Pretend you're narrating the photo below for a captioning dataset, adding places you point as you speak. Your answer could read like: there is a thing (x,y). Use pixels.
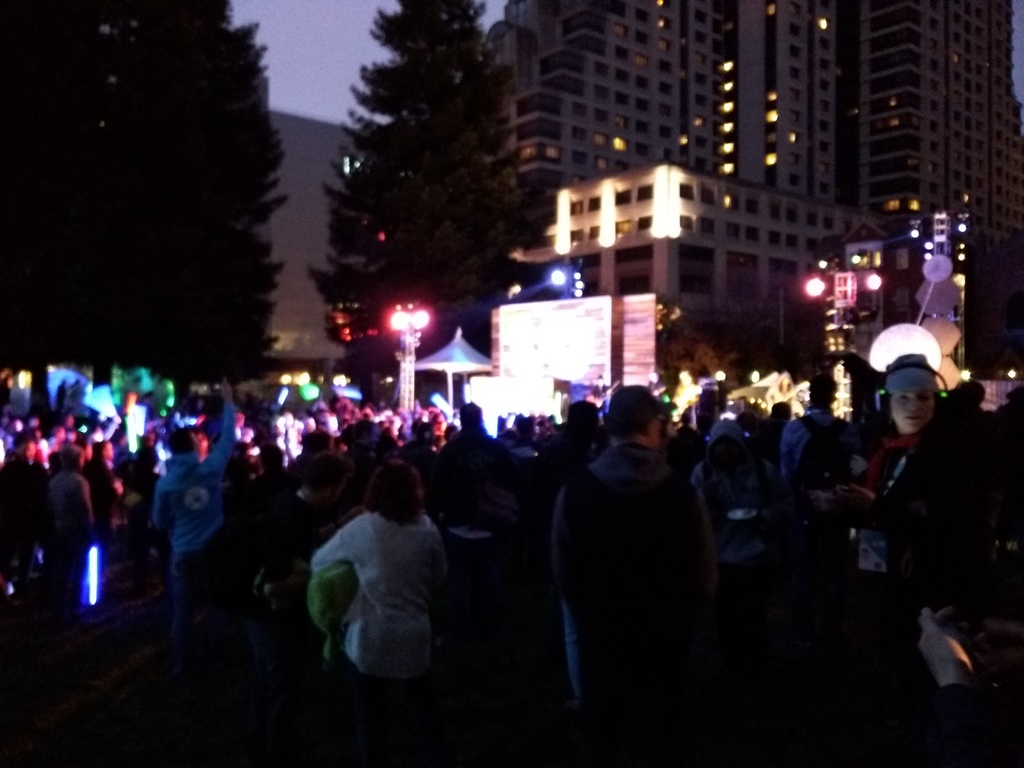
In this image I can see number of people (379,556) are standing. In the background (474,379) I can see few lights (282,399), few trees (395,199), number of buildings (659,137) and I can see this image is little bit in dark.
